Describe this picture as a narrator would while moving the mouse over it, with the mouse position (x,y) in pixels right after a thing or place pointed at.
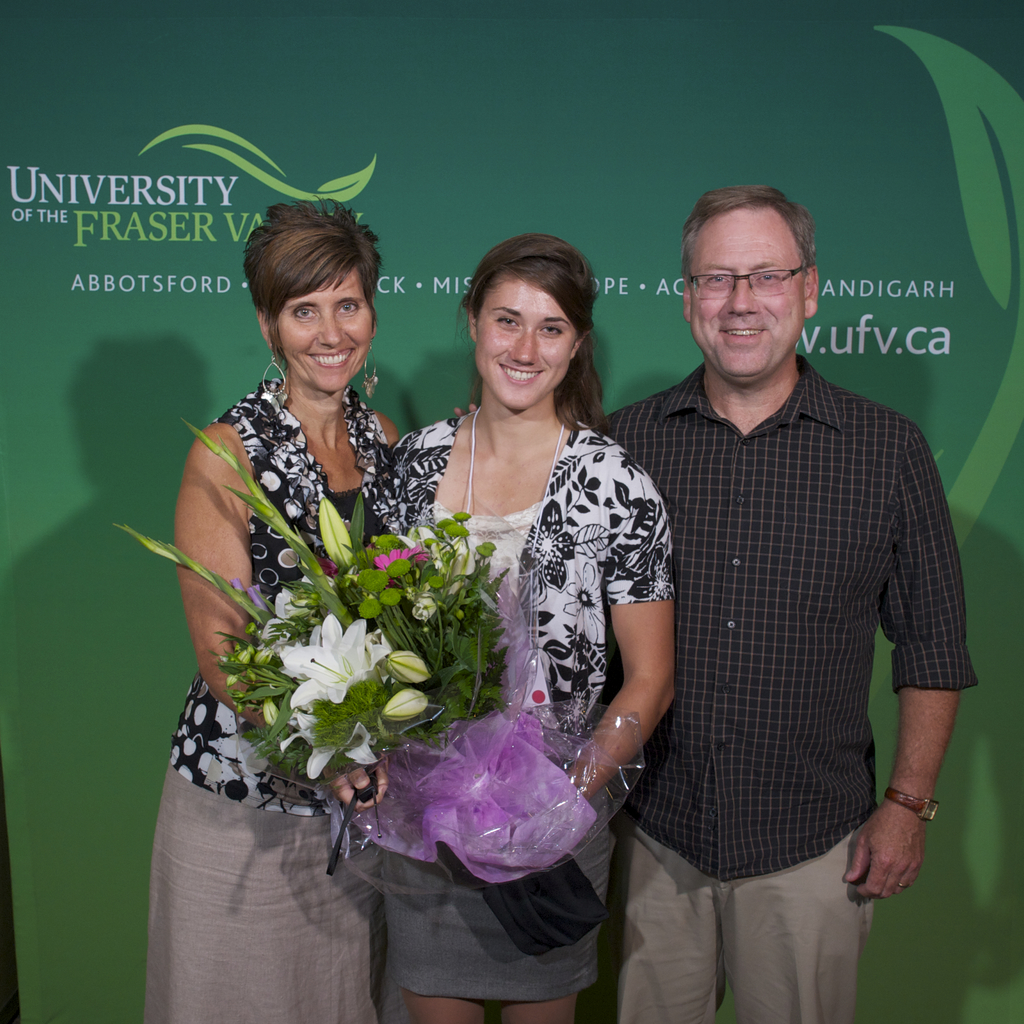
In this picture we can see three people (193,611) standing and smiling where two women (200,593) are holding a flower bouquet (395,704) with their hands (359,804) and in the background (116,645) we can see a banner (327,142).
